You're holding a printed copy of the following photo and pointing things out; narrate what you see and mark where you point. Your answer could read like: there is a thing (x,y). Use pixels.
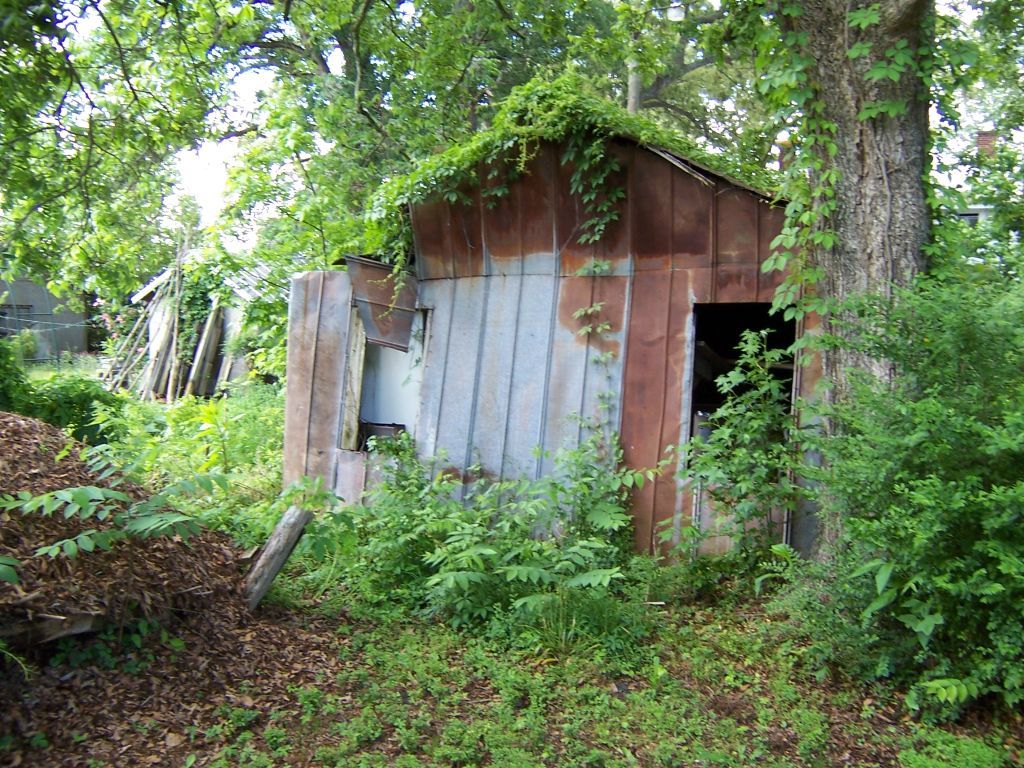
In this image we can see the houses (525,422). And there are plants (403,539), trees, sticks (206,343) and sky (181,161) in the background (431,131).
